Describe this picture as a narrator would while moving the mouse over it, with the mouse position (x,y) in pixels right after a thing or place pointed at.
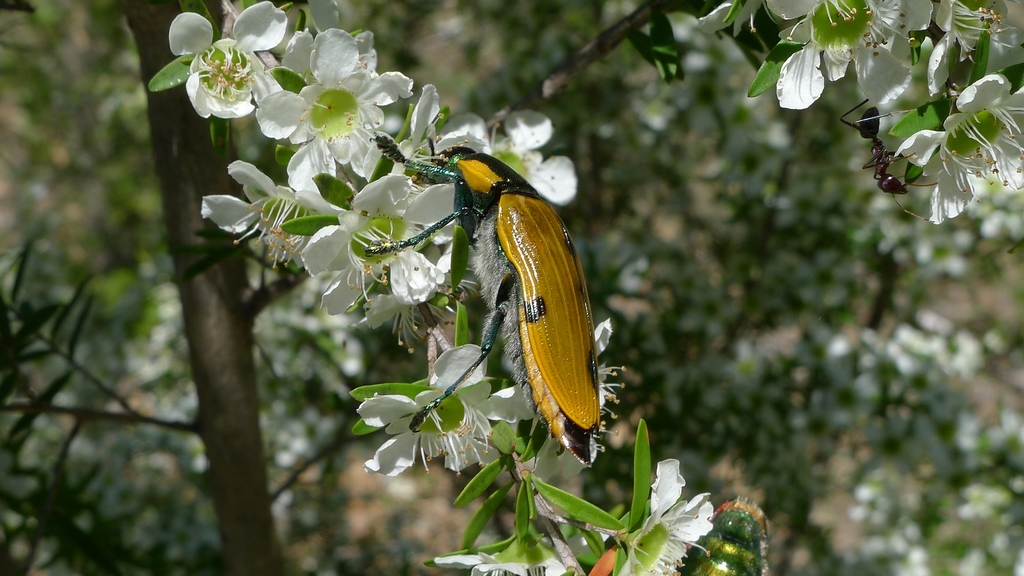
In this picture we can see flowers (297,175) and leaves (568,509) in the front (296,131), there is an insect (518,332) on the flowers (338,252), on the right side (870,164) we can see an ant (874,143), in the background (645,128) there are some plants (158,66), we can see a blurry background (872,322).
